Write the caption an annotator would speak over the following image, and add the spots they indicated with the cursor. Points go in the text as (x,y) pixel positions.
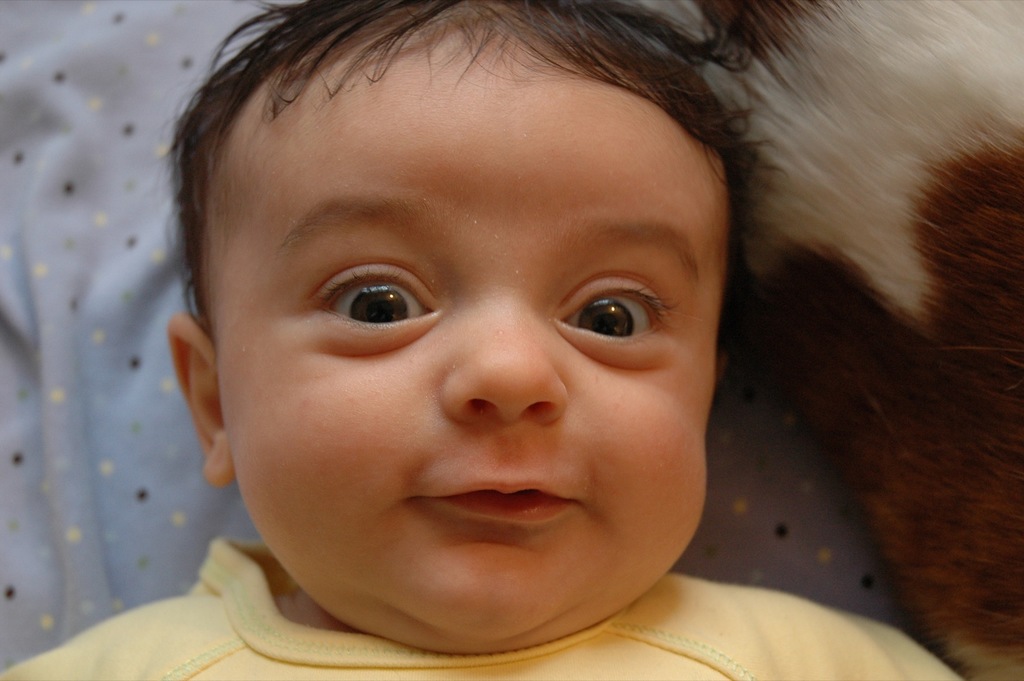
In the center of the image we can see one cloth (750,553). On the cloth (68,334), we can see one baby (505,498) lying and smiling. And we can see the baby (353,648) is in yellow color t shirt (542,661). On the right side of the image (920,381) we can see one object (920,381), which is in white and brown color.
